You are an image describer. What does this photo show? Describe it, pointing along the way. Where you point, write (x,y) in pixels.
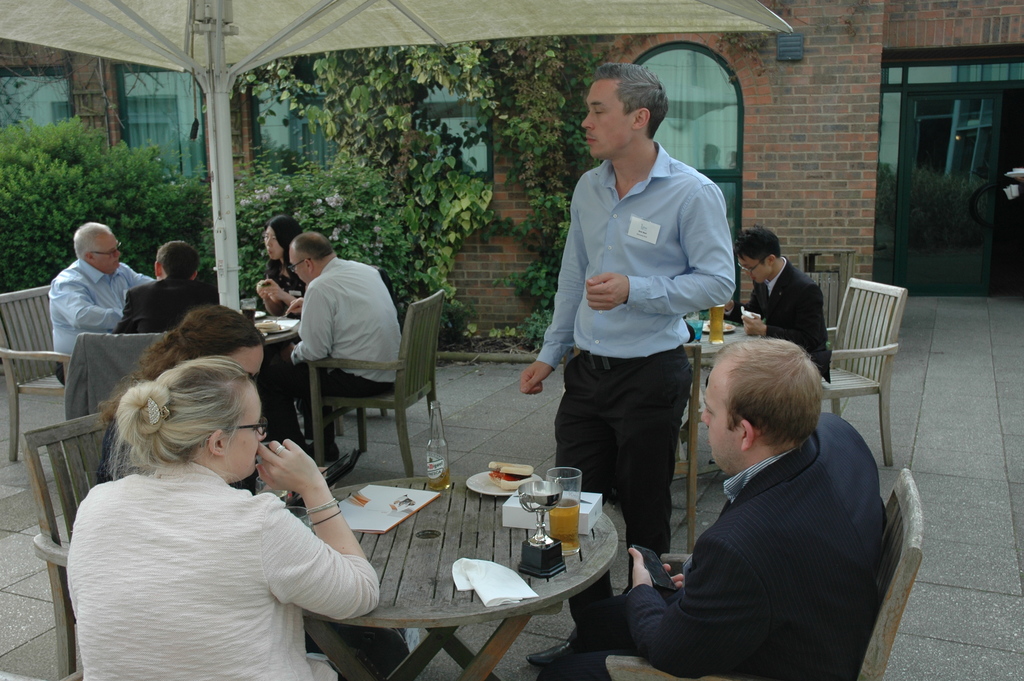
This Image is clicked outside the room (21,91), there are bushes (160,211) on the top left corner (152,198) and there is a door (974,235) on the top right corner (963,198), there are so many tables (309,628) and chairs (883,424) around those tables (414,562) in this image there are so many people (739,554) sitting on the chairs (74,382). The person (663,267) who is standing wore blue shirt (645,348) and black pant (638,456). The person (716,441) beside him is wearing black blazer (728,521). On the table (444,500) there is a book (389,514), bottle (439,476), plate (501,482), glass (555,513), Shield (532,504) and box (517,496).
